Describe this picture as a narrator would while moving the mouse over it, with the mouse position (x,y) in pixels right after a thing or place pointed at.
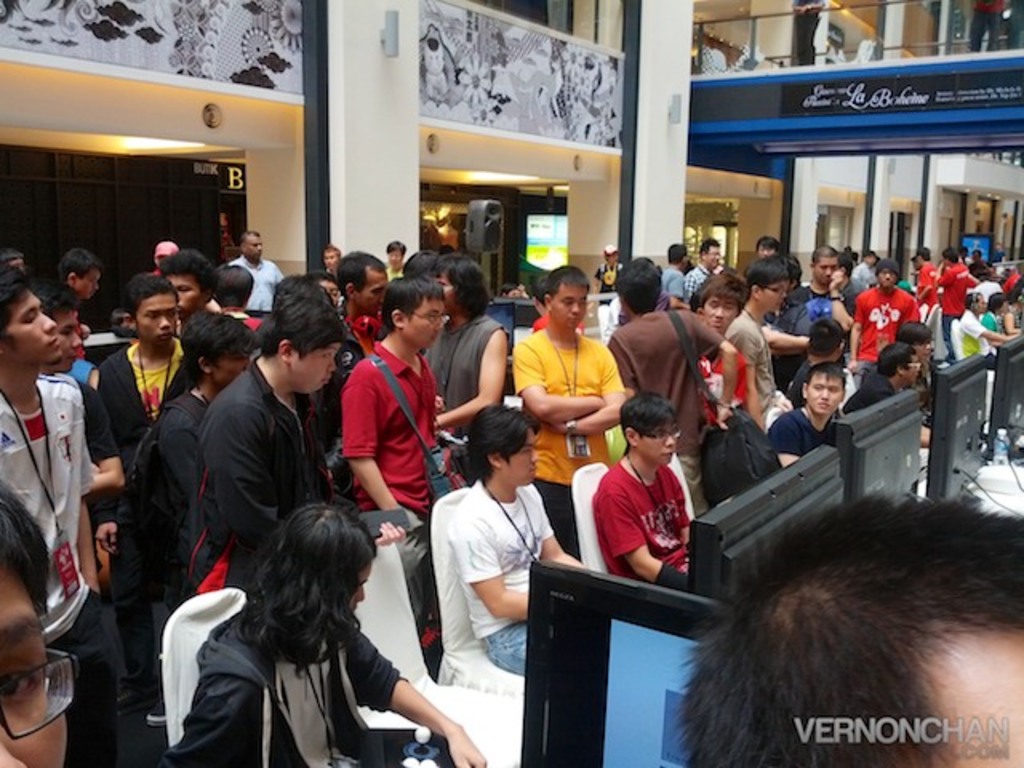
This picture is clicked inside. On the right (806,450) we can see the group of people (970,344) sitting on the chairs (500,674) and we can see the monitors (651,631) placed on the top of the table (999,485) and there are many number of people (569,313) standing on the ground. At the top (987,84) we can see the banners (860,99) on which we can see the text (877,105) and we can see a speaker (486,218), pillars (396,192) and some other objects (523,105). At the bottom right corner (916,737) there is a text (864,722) on the image.
